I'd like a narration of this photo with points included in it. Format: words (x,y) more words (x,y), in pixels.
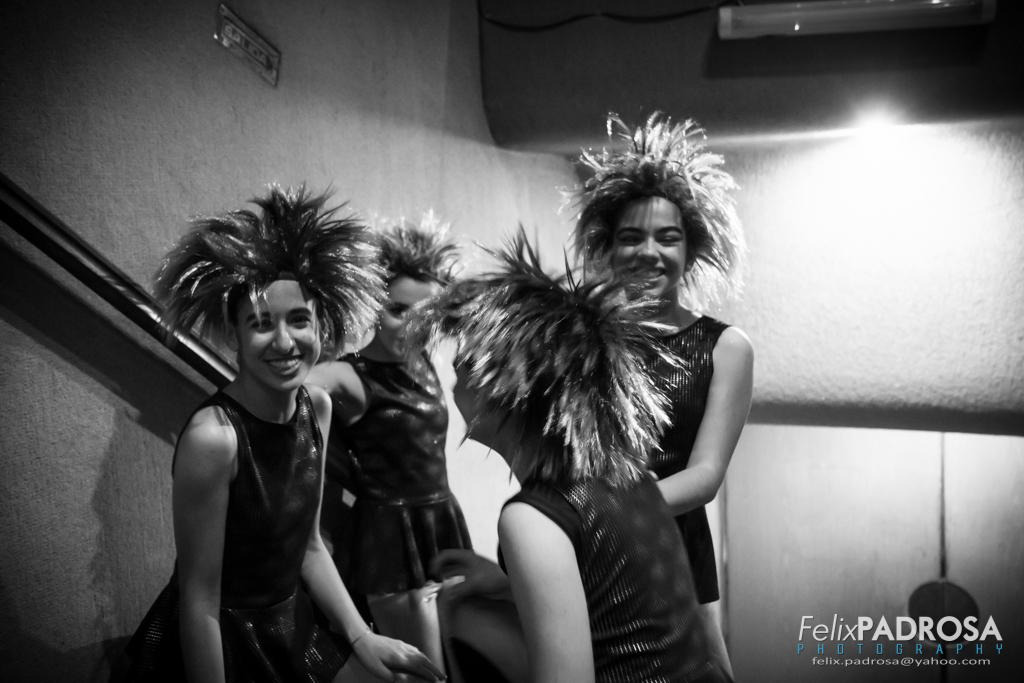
In this image I can see the group of people (330,548) with dresses (397,568) and head wears (364,324). In the background (858,134) I can see the light (867,123). And this is a black and white image.
